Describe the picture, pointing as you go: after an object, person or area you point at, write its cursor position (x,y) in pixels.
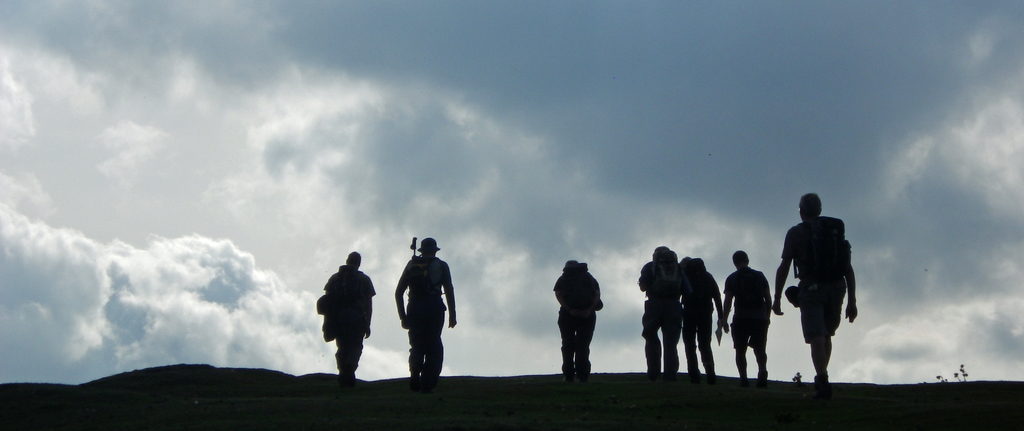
In this image, we can see a group of people (670,356). Background (1004,314) there is a cloudy sky (543,287).
